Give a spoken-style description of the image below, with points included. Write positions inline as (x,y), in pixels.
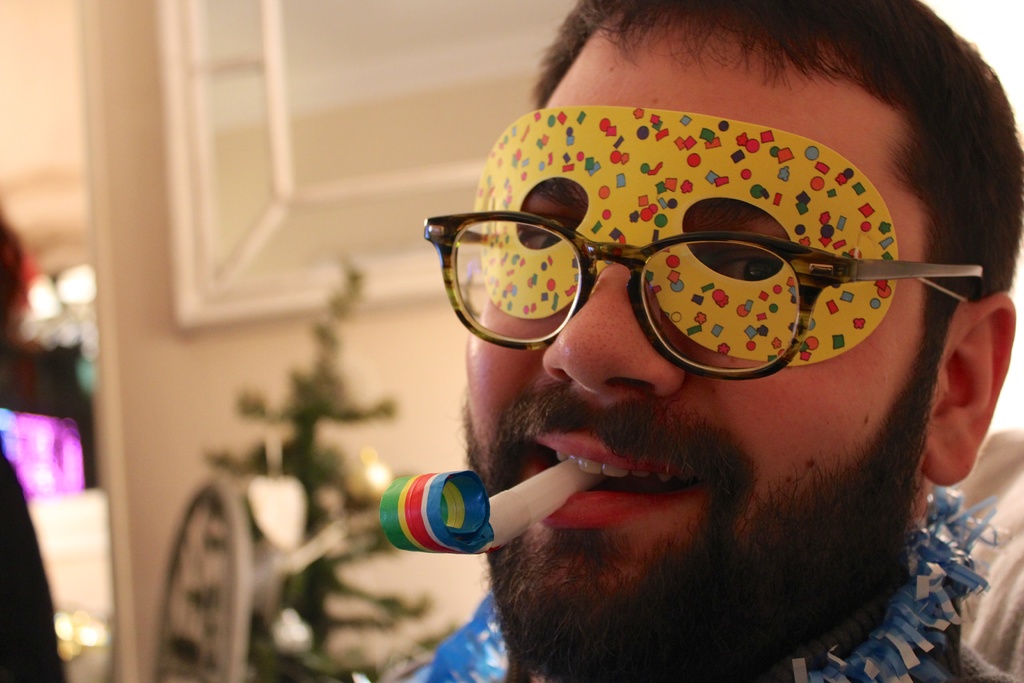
In this picture there is a man (1007,242) who is wearing spectacle (735,318) and paper specs (535,172). Here we can see plant (317,522) near to the chair (240,613) and the wall (210,365). On the left (22,309) there is a woman (13,248) who is sitting on the chair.
